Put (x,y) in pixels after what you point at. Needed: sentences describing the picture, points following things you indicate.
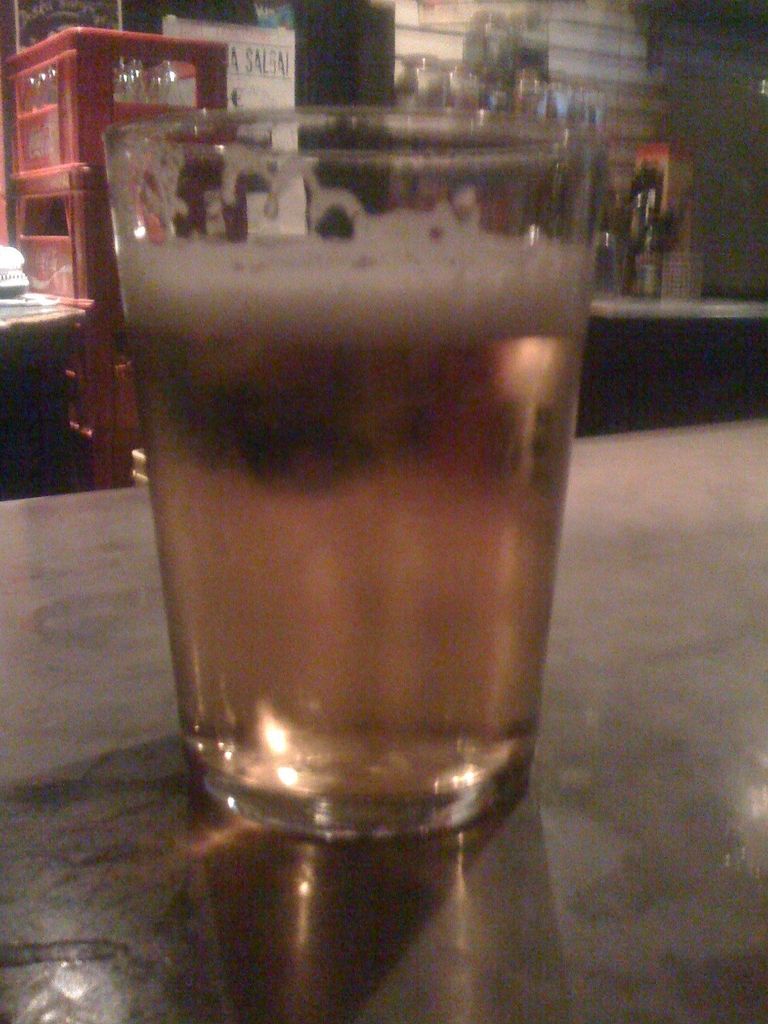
In this image we can see a glass (321,659) containing liquid (397,544) in it which is placed on the surface (571,772). On the backside (133,404) we can see some bottles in the containers (128,390) and on the table (679,315).
